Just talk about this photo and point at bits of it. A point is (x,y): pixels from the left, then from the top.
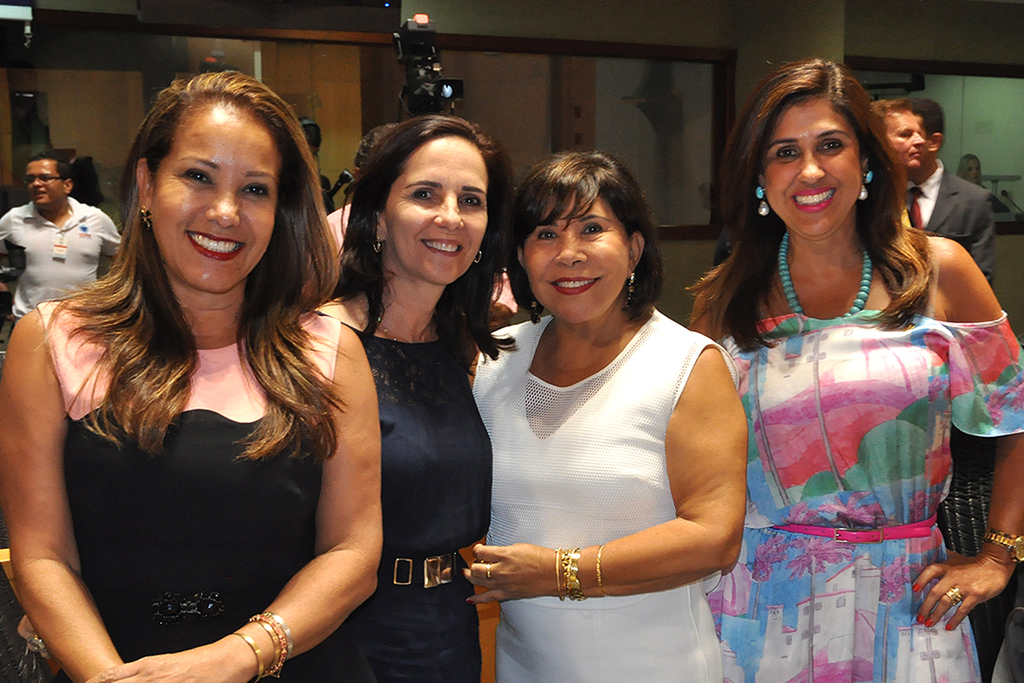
In this image we can see women (342,452) smiling and standing on the floor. In the background (432,67) there are men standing on the floor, cameras (413,68) and walls (385,106).
